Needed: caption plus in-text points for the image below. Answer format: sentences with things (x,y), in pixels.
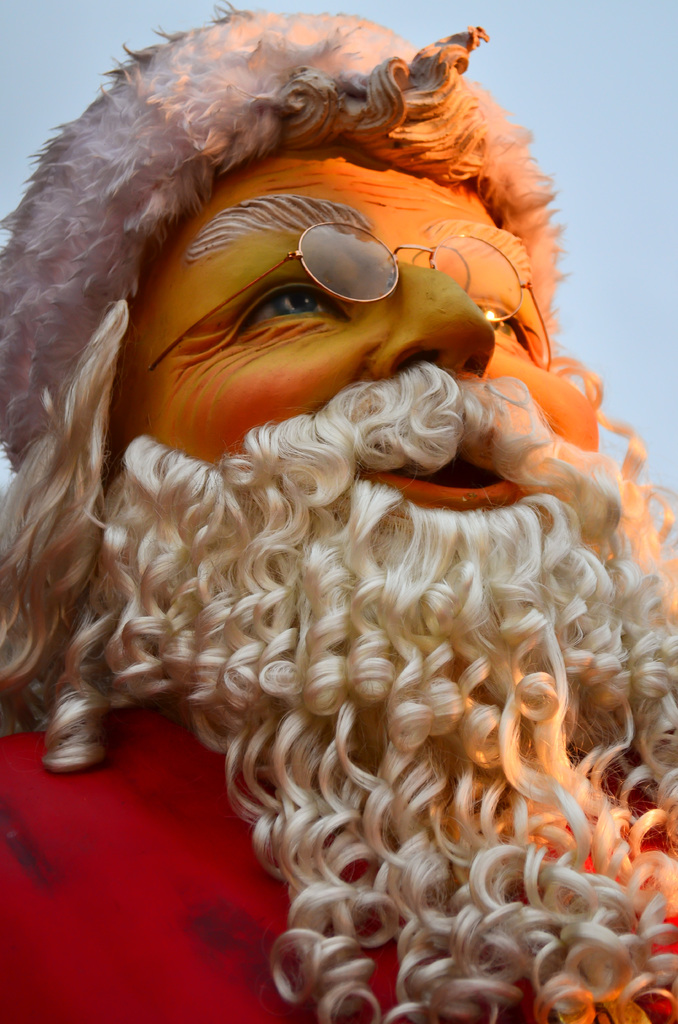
In this picture we can see a statue (449,611), we can see spectacles (367,275) here.
